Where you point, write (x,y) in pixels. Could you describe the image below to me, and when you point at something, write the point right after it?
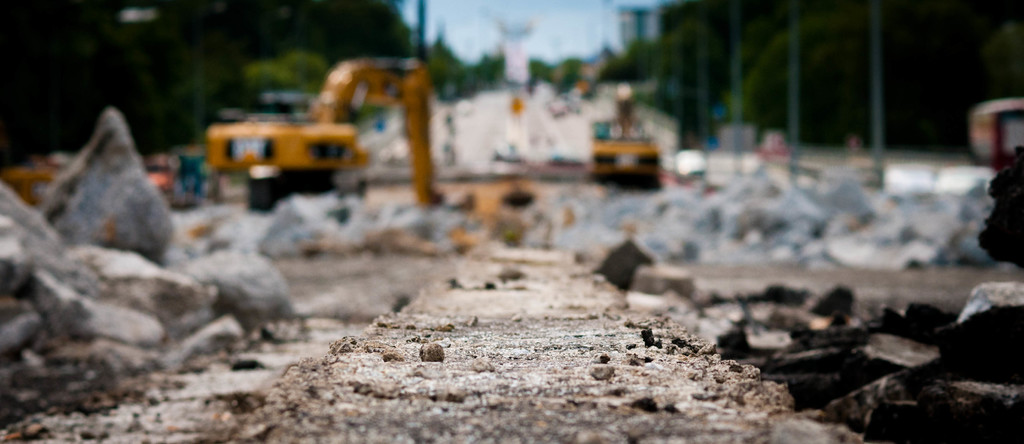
In this image we can see land (543,408). In the background (670,222), we can see rocks (595,245), cranes (621,134), greenery (965,49), poles (880,118) and the sky (551,13).
